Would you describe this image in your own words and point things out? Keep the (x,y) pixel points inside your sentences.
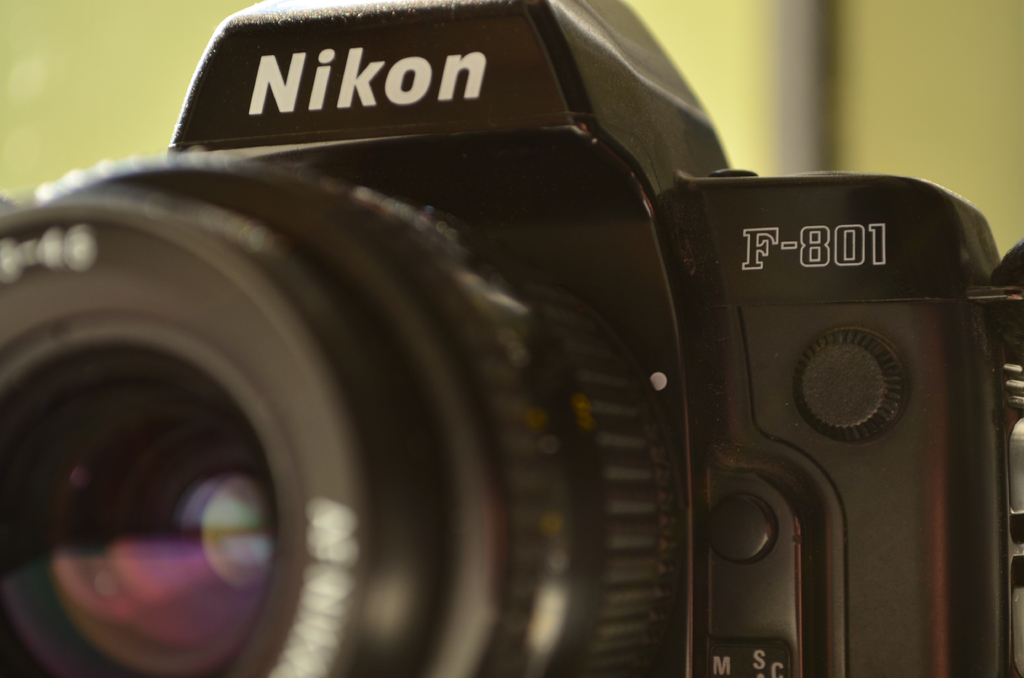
In this picture I can see a camera (478,260) and I can see text (336,601) on the camera (622,217) and I can see blurry background (989,161).
